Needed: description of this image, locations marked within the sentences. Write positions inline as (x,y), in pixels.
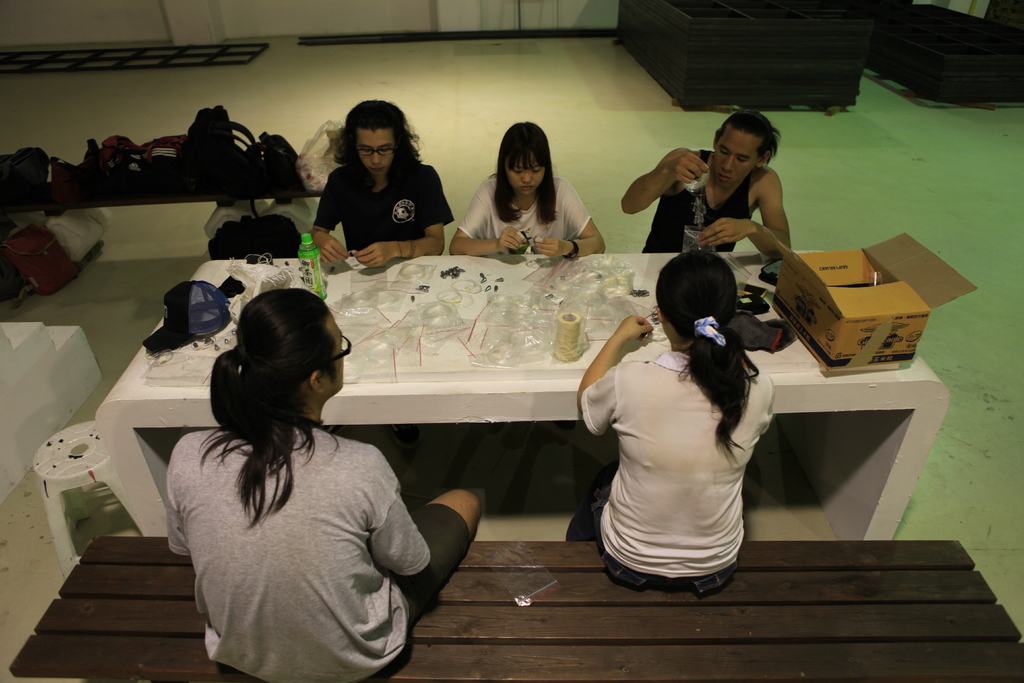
This image is clicked inside. There are five persons (385,218) in this image sitting around the table (811,453). In the middle (569,392), there is a table (439,381) in white color, on which many things (522,322) are kept. To the left (36,468), there is stool (46,459). In the background (156,167), there are bags (231,148). In the front (625,507), the woman (665,474) is wearing white t-shirt (668,466).
